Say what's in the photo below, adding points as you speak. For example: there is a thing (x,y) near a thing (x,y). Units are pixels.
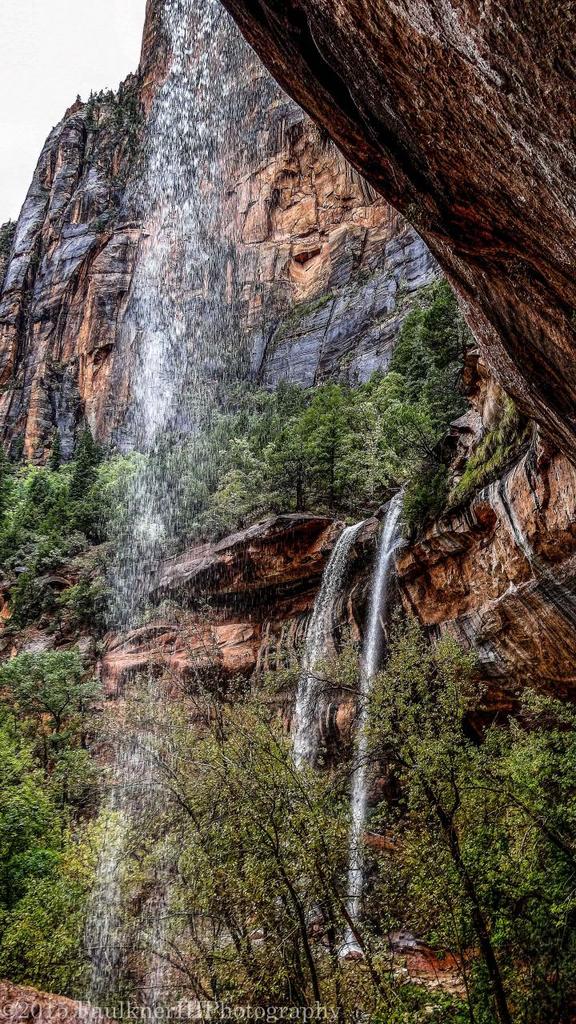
In this picture I can see the waterfall (361,708). In the center (344,395) I can see many trees (264,440) and some trees (406,358) on the mountain (253,374). In the top left corner (26,83) I can see the sky (25,73). At the bottom (92,1009) there is a watermark (178,1021).
